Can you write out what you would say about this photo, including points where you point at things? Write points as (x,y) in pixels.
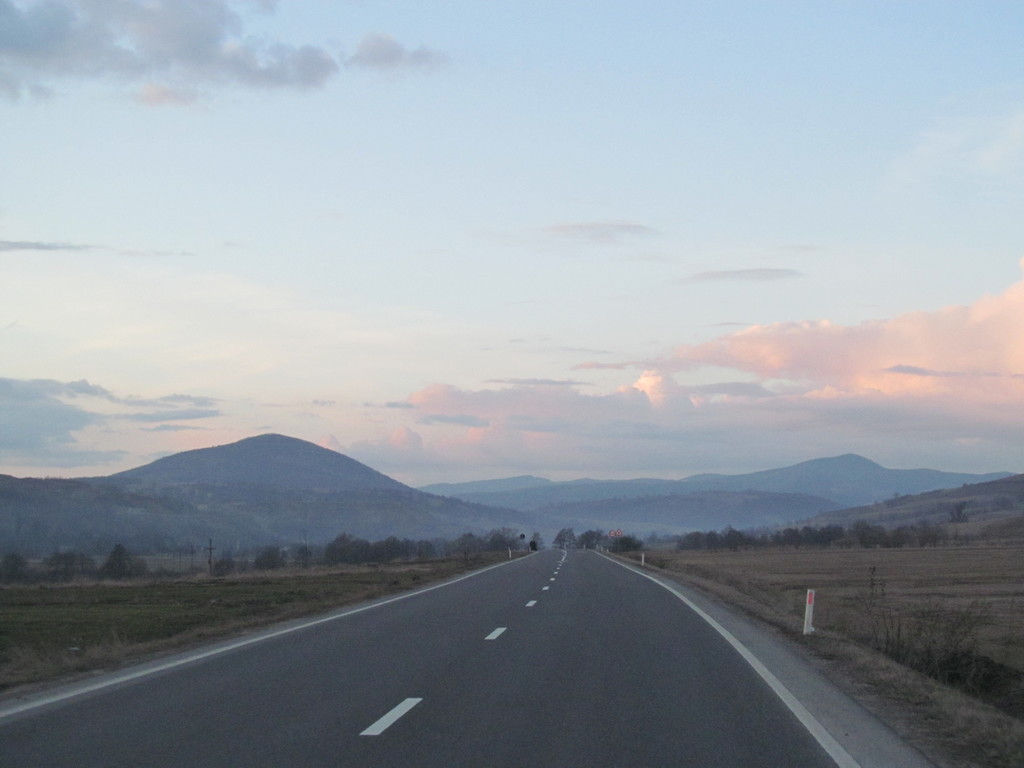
In this picture we can see a road (587,651). There is a white object (811,597) visible on the right side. We can see a few trees (268,551) and mountains (843,497) in the background (247,485). Sky (647,174) is blue in color and cloudy.
